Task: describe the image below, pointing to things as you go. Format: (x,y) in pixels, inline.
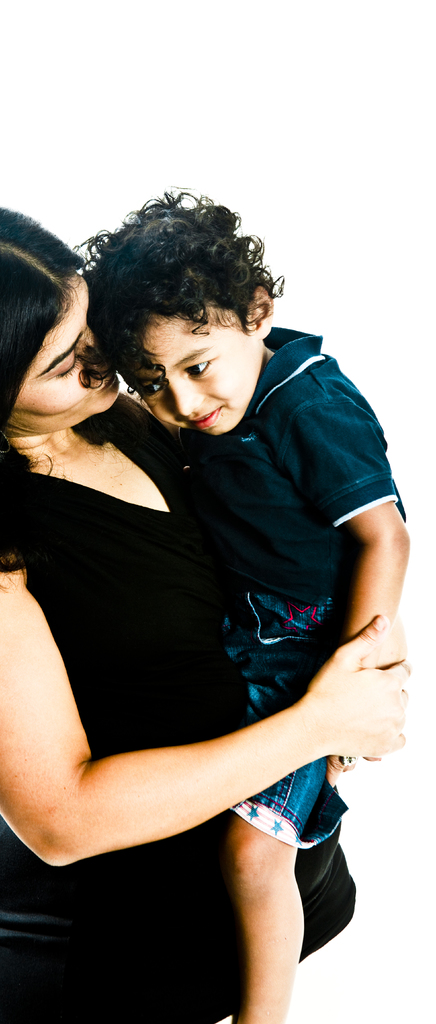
In this picture there is a woman (175,563) with black dress (80,542) is standing and holding the kid (272,288). At the back (259,228) there is a white background (197,118).
